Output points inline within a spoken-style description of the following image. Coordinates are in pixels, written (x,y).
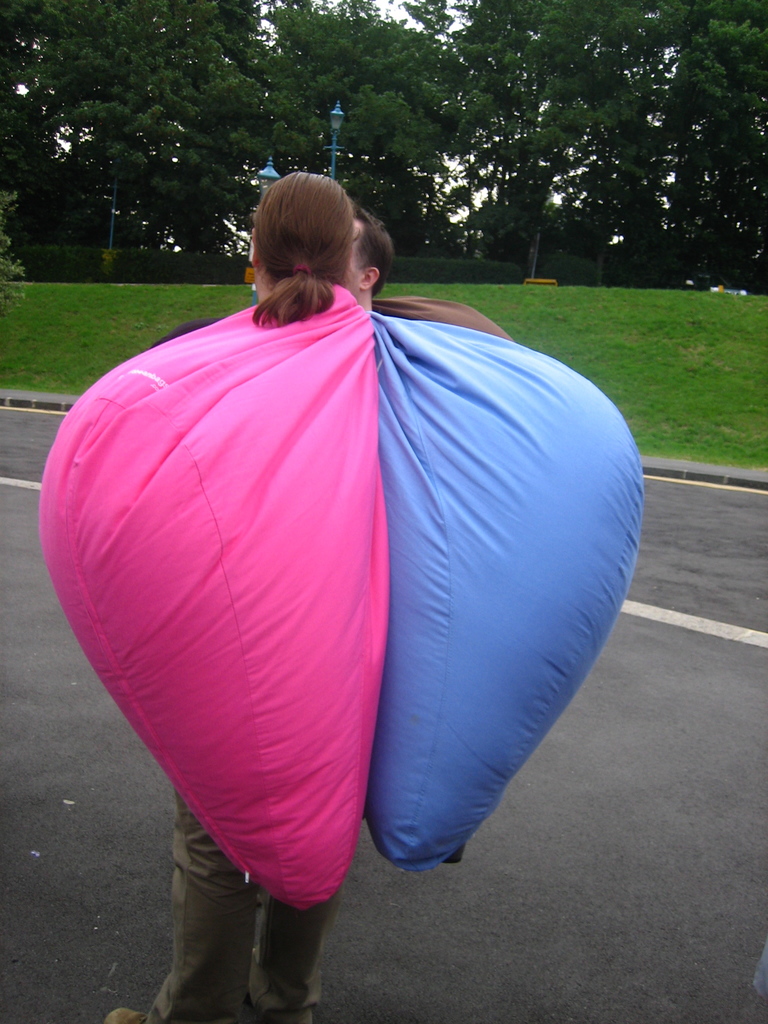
In front of the image there are two people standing on the road (158,789) and they are holding the bean bags (432,595). At the bottom of the image (587,717) there is road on the surface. There are light poles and there are some other objects (721,291). In the background of the image (570,96) there are trees (327,63) and sky (330,5).
